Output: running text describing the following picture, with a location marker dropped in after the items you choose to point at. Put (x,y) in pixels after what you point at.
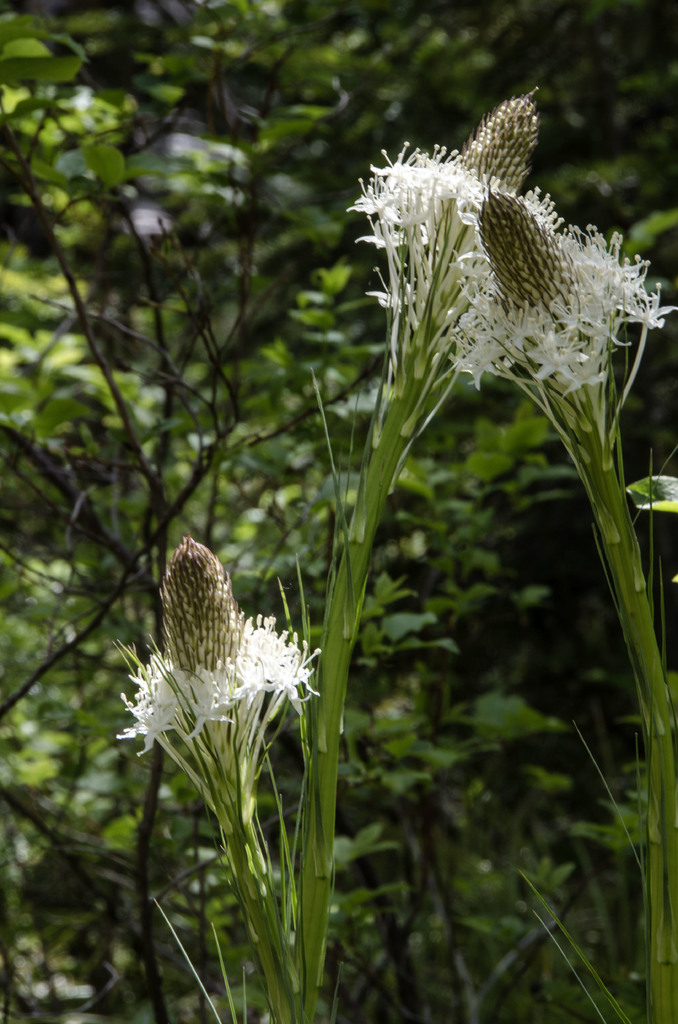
In this image we can see flowers (646,320). The background of the image (135,829) is slightly blurred, where we can see plants (369,273).
